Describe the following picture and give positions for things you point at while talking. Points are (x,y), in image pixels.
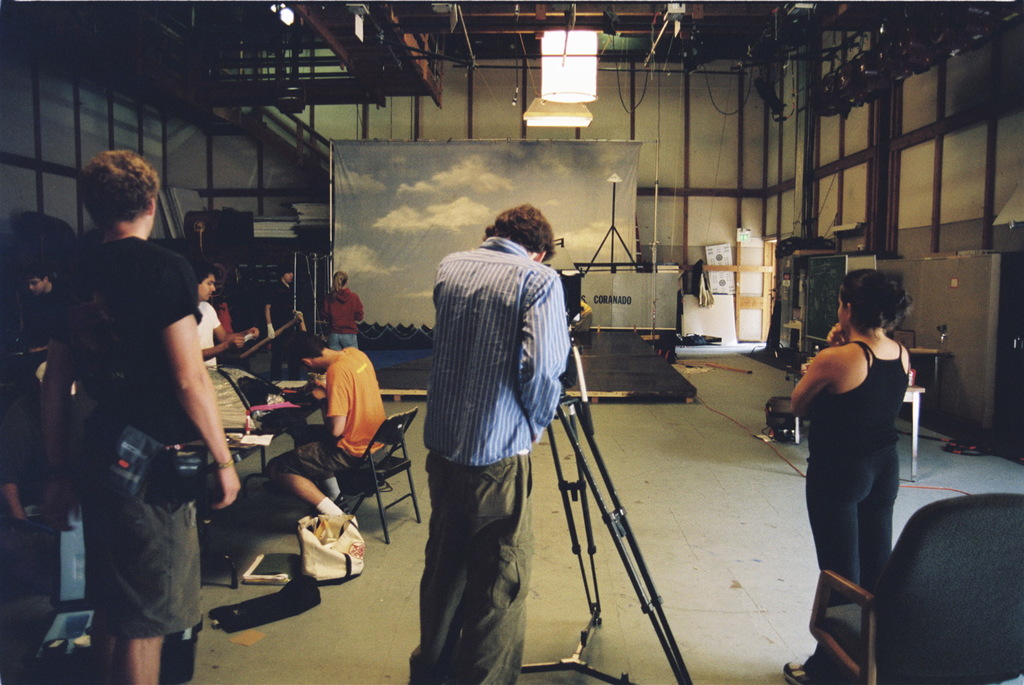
This picture shows few people (142,326) standing and few are seated on the chairs (365,464) and we see a man (471,541) standing holding a camera (570,293) on the stand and we see a screen (339,205) and few people (292,275) standing on the side and we see a bags (335,563) on the floor (374,566).
